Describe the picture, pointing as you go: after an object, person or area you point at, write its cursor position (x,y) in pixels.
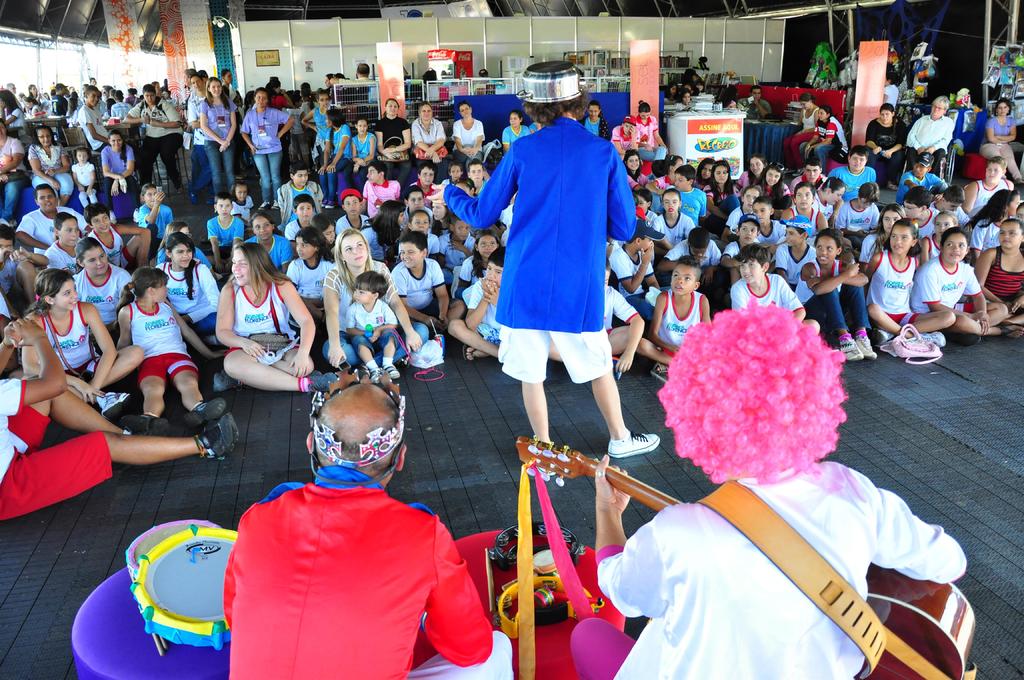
There is a person (349,624) in red color shirt (349,624), sitting on a stool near drums (203,552) and a person (730,580) who is in white color shirt (734,543), sitting on a stool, holding a guitar (557,481) and playing. In front of them, there is a person (550,66) in blue color shirt (576,181) standing on the floor (682,460) on which, there are persons (72,207) in different color dresses (102,298) sitting. Some of them are smiling. In the background (997,111), there are persons (222,151) standing and there are persons (31,151) sitting on chairs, there is wall (526,33) and there are other objects (890,32).
